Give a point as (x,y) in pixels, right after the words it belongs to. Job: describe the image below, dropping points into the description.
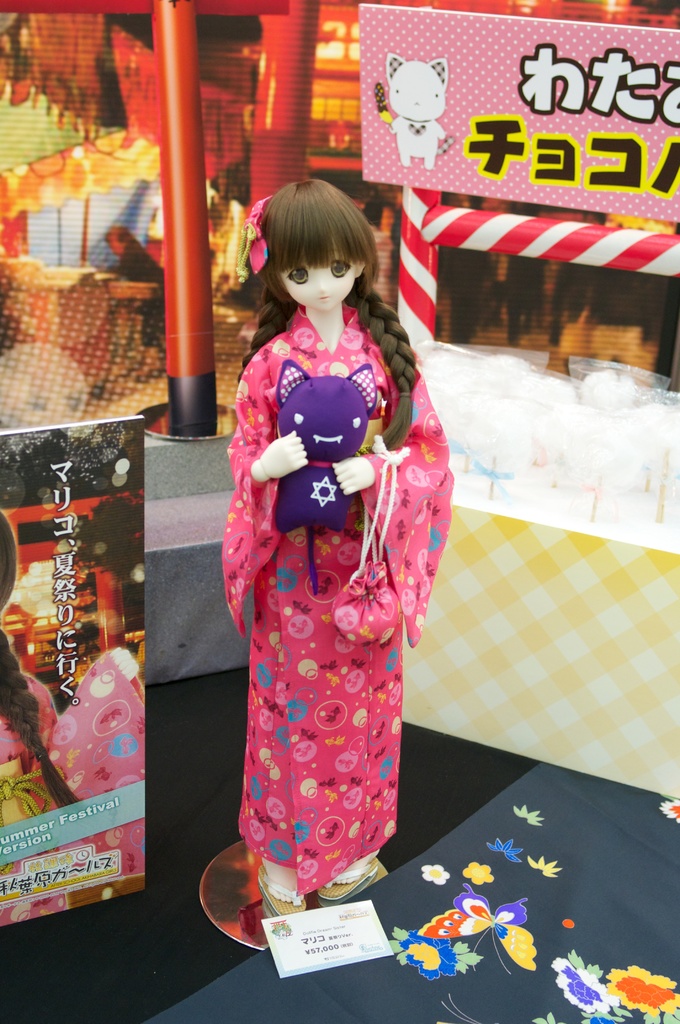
In this image we can see a doll (309,334) on the display (212,507).
